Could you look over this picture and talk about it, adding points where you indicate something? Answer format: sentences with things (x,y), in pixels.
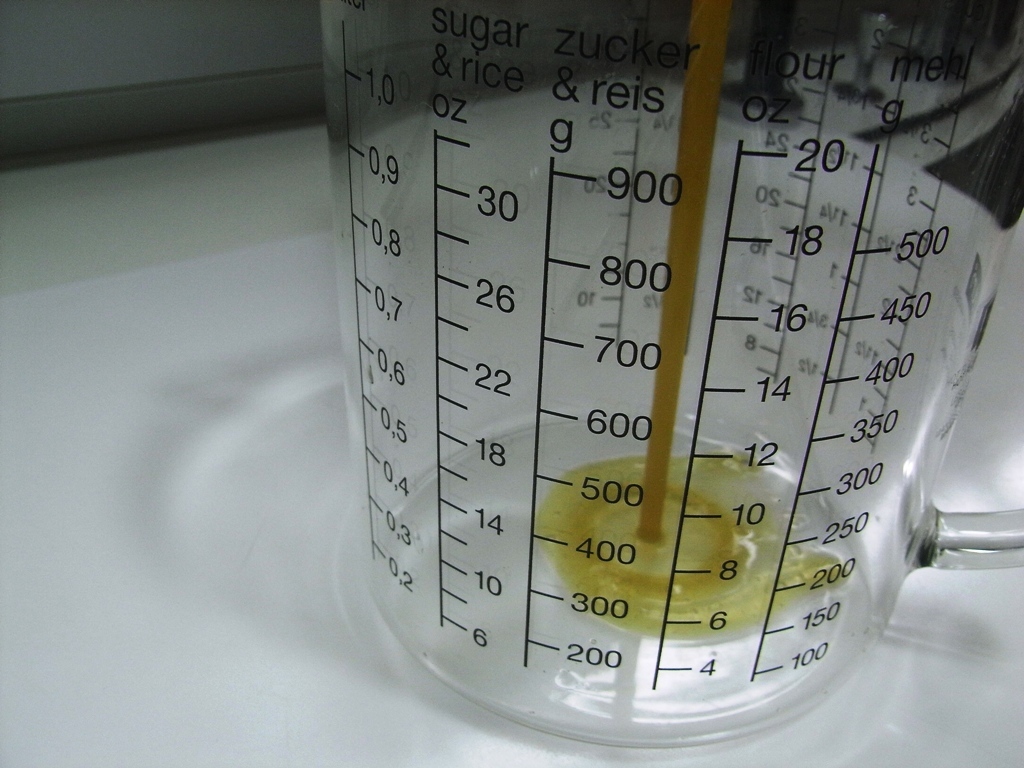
In this image, I can see liquid (820,564) in a measuring jar (542,636), which is on a white object (281,585).
